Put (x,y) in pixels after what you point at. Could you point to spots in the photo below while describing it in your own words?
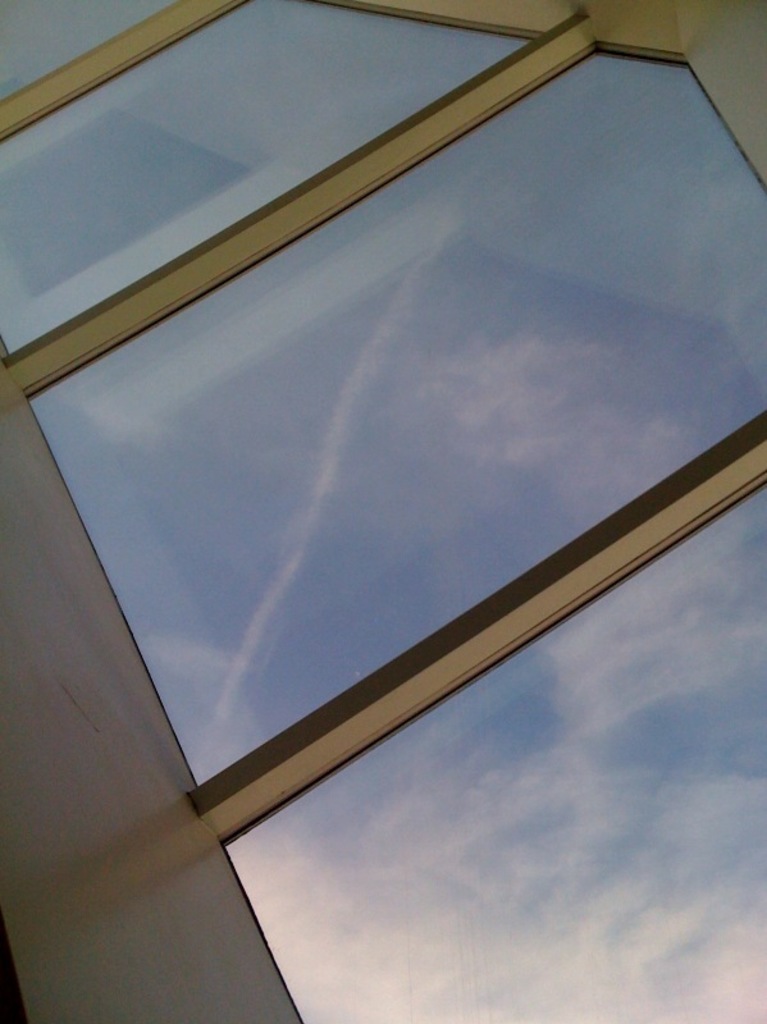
In this picture we can see a few glass windows (527,717). Through these windows (241,450) we can see sky (462,377). Sky (582,852) is blue in color and cloudy.
